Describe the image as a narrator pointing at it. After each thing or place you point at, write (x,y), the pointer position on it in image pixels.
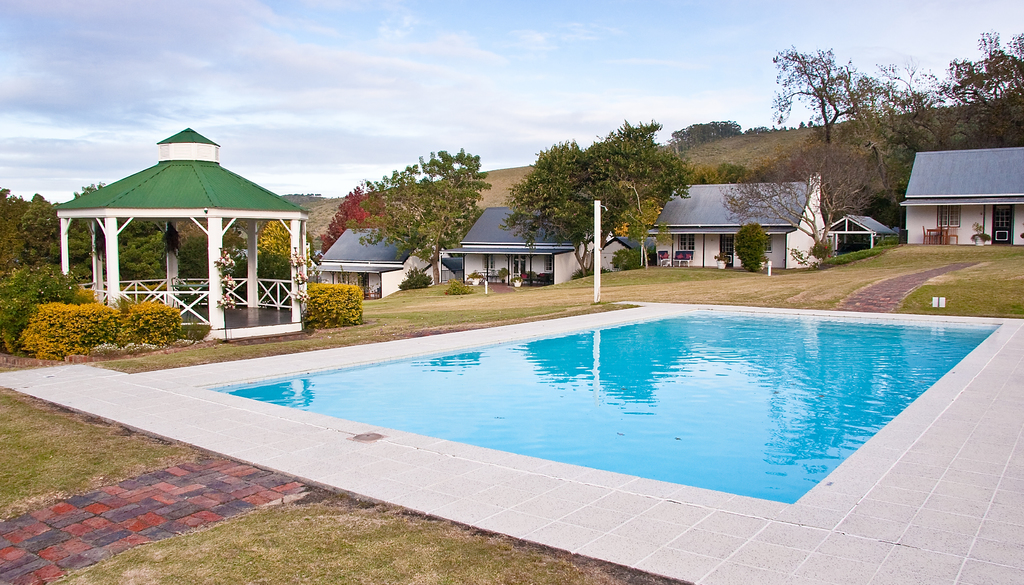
This picture consists of a garden (802,170), in the garden (208,268) there is a swimming pool (664,341), pole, tent (212,208), bushes (273,271), trees (470,202), houses (478,265) visible, at the top (348,102) there is the sky (543,87) visible, in the swimming pool (625,382) I can see water (603,404).
